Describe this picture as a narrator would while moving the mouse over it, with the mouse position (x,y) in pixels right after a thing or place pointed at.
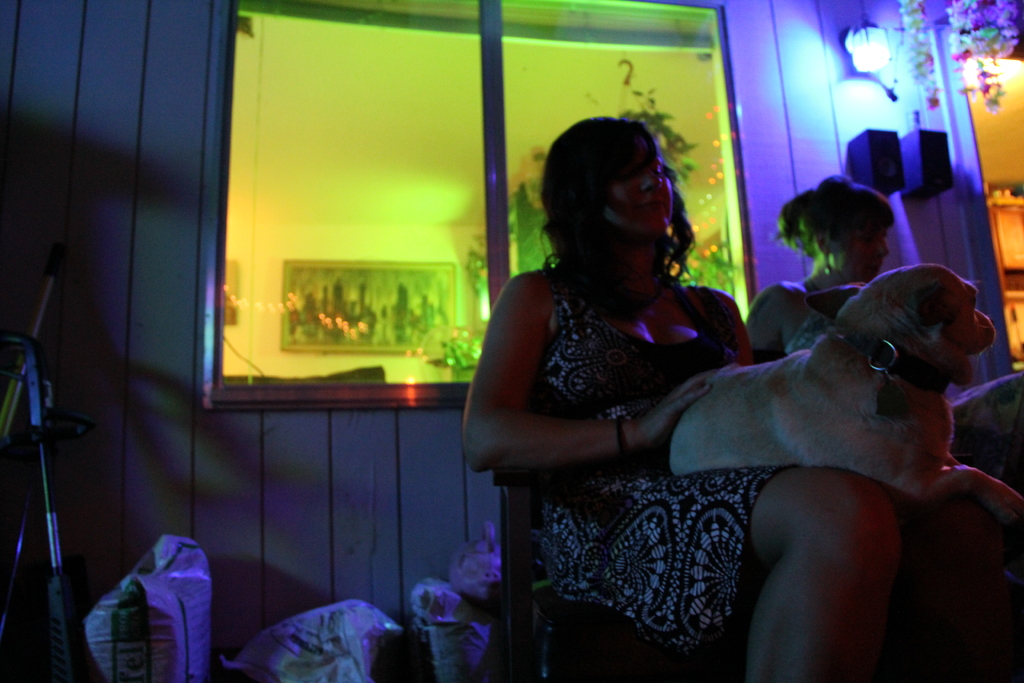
In this image we can see two persons (715,289). There are many objects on the ground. There is a dog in the image. There is a photo frame (374,291) on the wall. There are lamps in the image.
